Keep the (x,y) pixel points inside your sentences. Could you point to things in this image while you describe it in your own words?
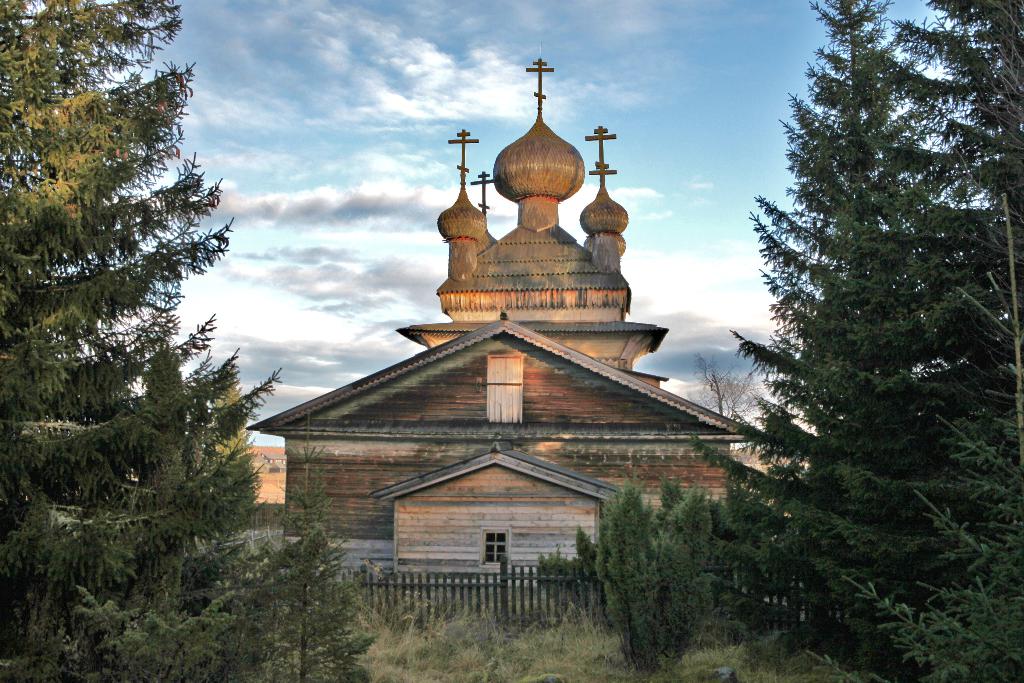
This is an outside view. In the middle of the image (437,353) there is a building (429,443). At the bottom (506,655), I can see the grass (430,655) on the ground (419,629) and there is a fencing (451,589). On the right (883,338) and left side of the image (52,461) I can see the trees (786,363). At the top of the image (461,80) I can see the sky (652,88) and clouds (432,87).
